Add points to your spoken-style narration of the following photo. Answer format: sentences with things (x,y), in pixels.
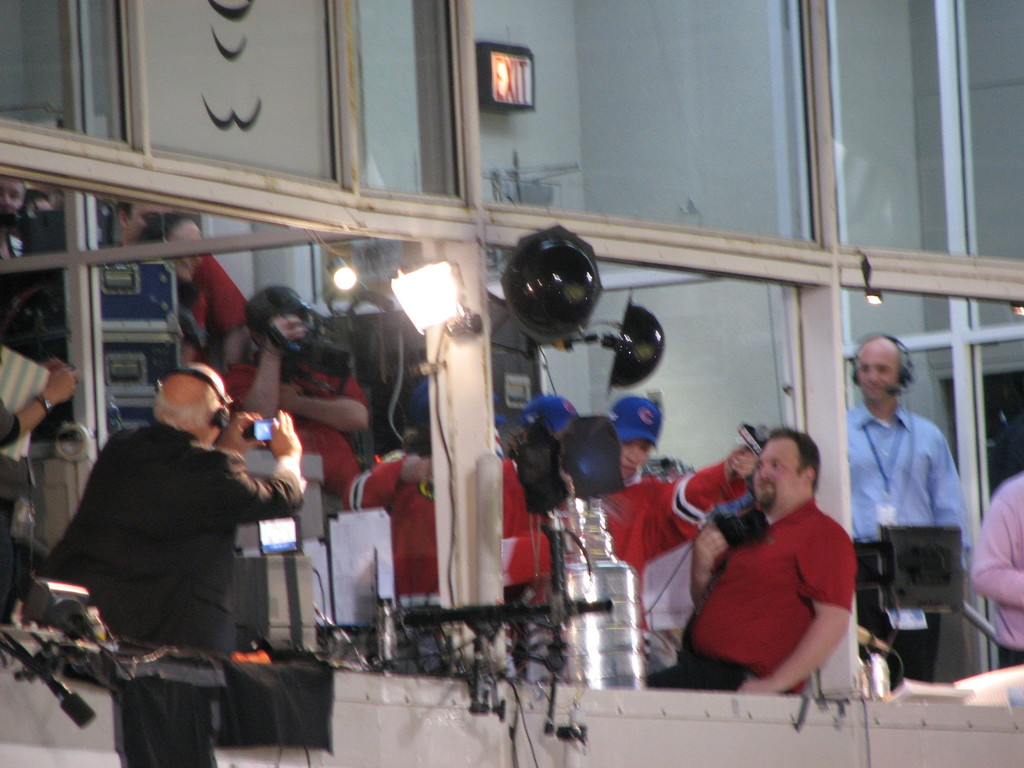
In this image there are people (298,313) in a gallery (761,372) and there are lights (404,300), camera (295,365) and some electrical equipment (534,616) in the gallery (481,587).
